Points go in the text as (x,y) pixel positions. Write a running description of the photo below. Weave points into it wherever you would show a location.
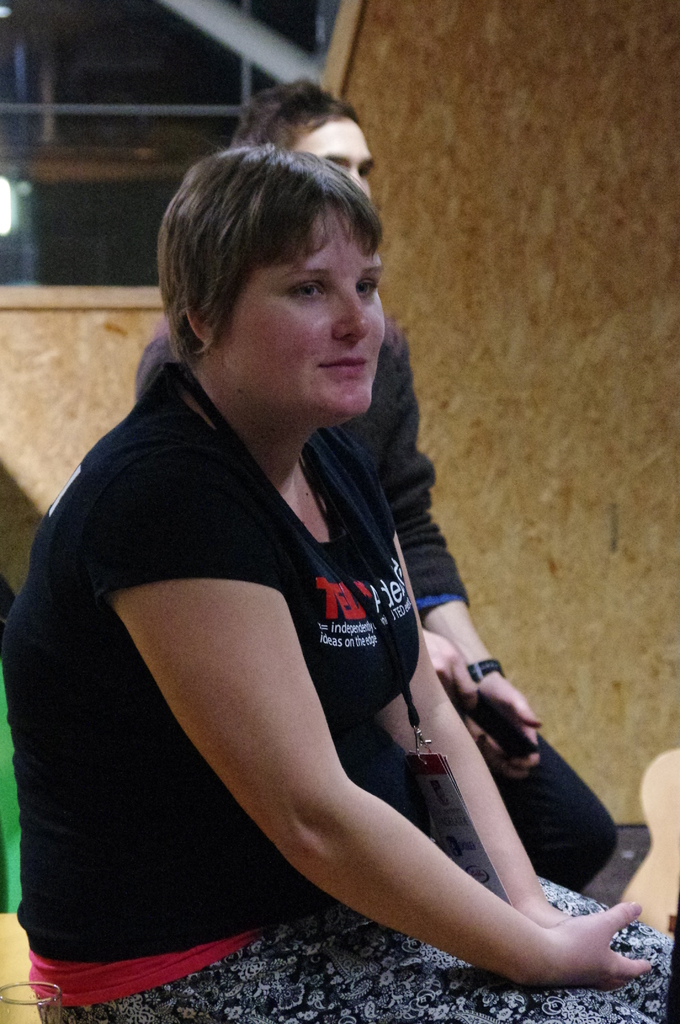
In this image I can see two persons (299,289) and background (525,168) I can see the wall (490,121) and light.
